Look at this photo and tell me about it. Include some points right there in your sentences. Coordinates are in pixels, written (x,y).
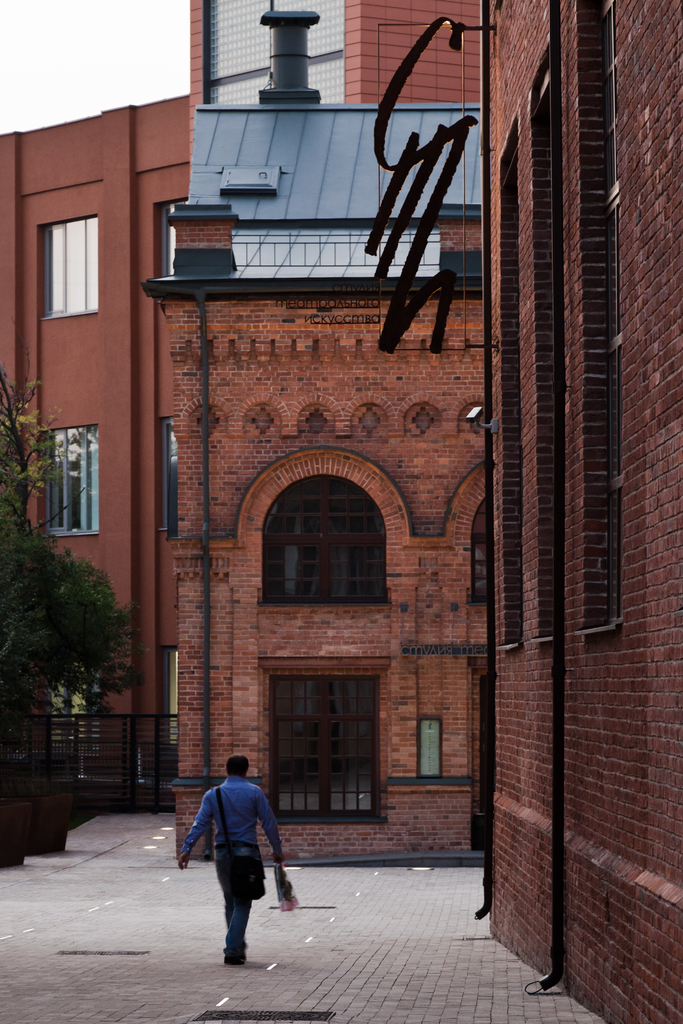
In this image we can see a man (216,799) with handbag (247,893) and object (288,877) in hand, there are buildings (200,577), trees (62,589) and pipes (554,140) attached to the building (535,93) and there is an iron railing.
